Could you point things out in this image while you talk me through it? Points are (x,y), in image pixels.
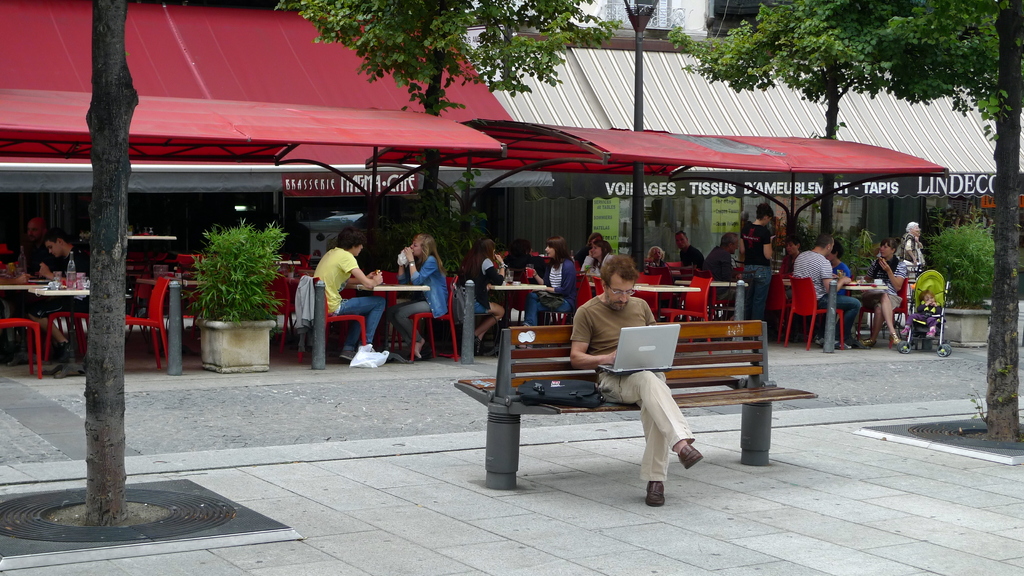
In the image there is a man (606,375) sat on a bench (536,370) on the street (572,423) using a laptop (668,369), the picture is clicked on a street (129,575), In the background (886,261) there is a outdoor hotel (387,261) with tables (415,289), chairs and people (420,275) sat on it.
